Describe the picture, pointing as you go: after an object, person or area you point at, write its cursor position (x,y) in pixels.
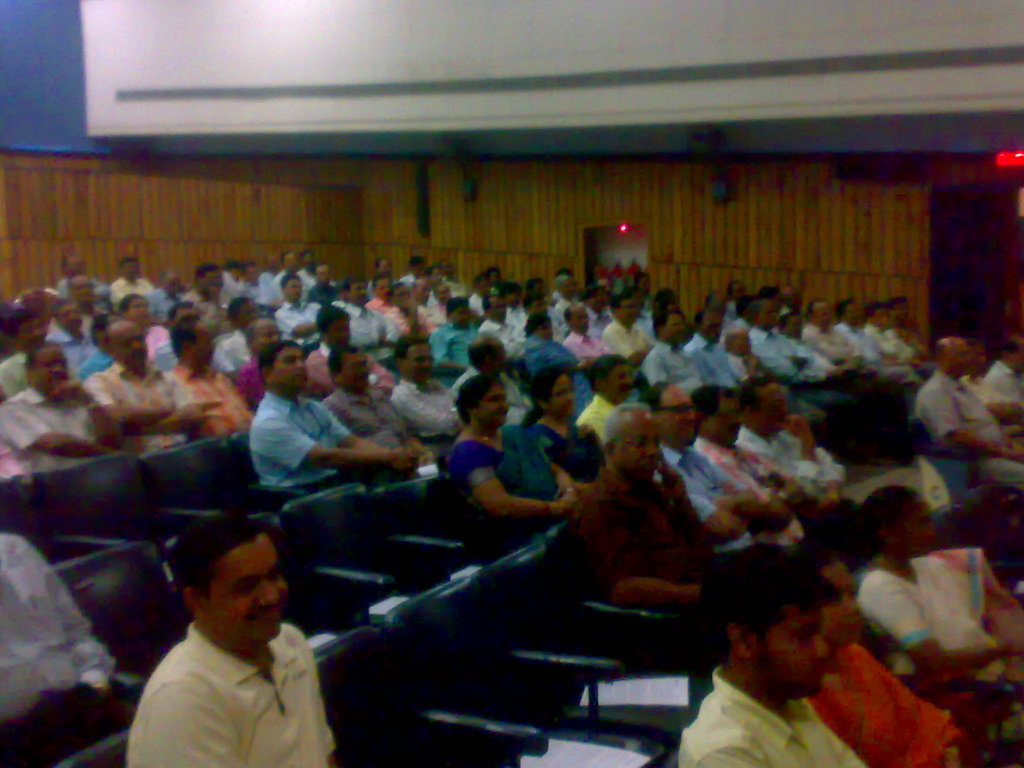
In the picture we can see audience (683,542) sitting on the chairs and in the background (949,233), we can see a wooden wall (162,227) with a light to it and on the top of it, we can see a white color wall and under it we can see an exit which is red in color and a door (930,291).
